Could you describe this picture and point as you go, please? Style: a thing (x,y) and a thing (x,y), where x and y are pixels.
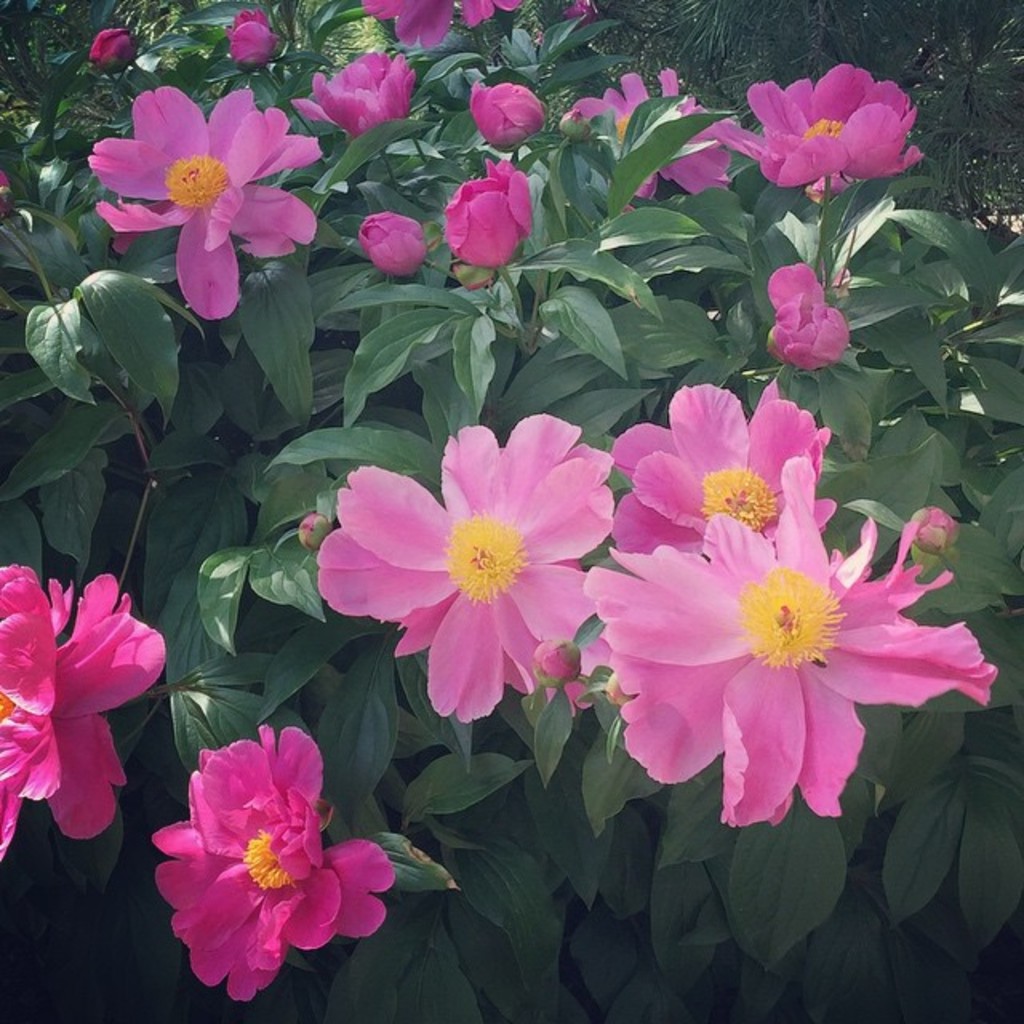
In this picture I can observe pink color flowers (215,146). In the background (344,158) there are plants (472,380).
